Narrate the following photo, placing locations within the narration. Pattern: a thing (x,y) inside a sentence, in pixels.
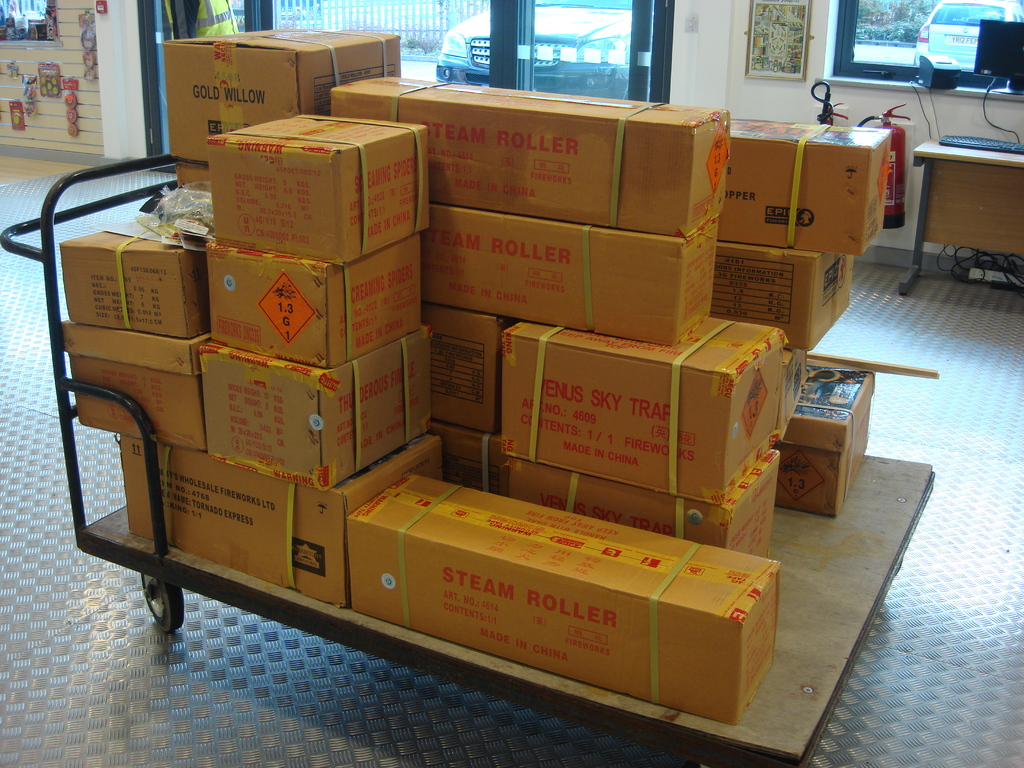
This is a cart wheel (44,258) and there are many boxes (534,410) on it. In the background (115,35) we see there is a wall (816,76) and a frame (802,49) on it, and a glass door (542,15) and a window (967,53) and a computer (993,150) on a table (989,190). Through the glass door (596,21) we can see vehicles (607,70).
